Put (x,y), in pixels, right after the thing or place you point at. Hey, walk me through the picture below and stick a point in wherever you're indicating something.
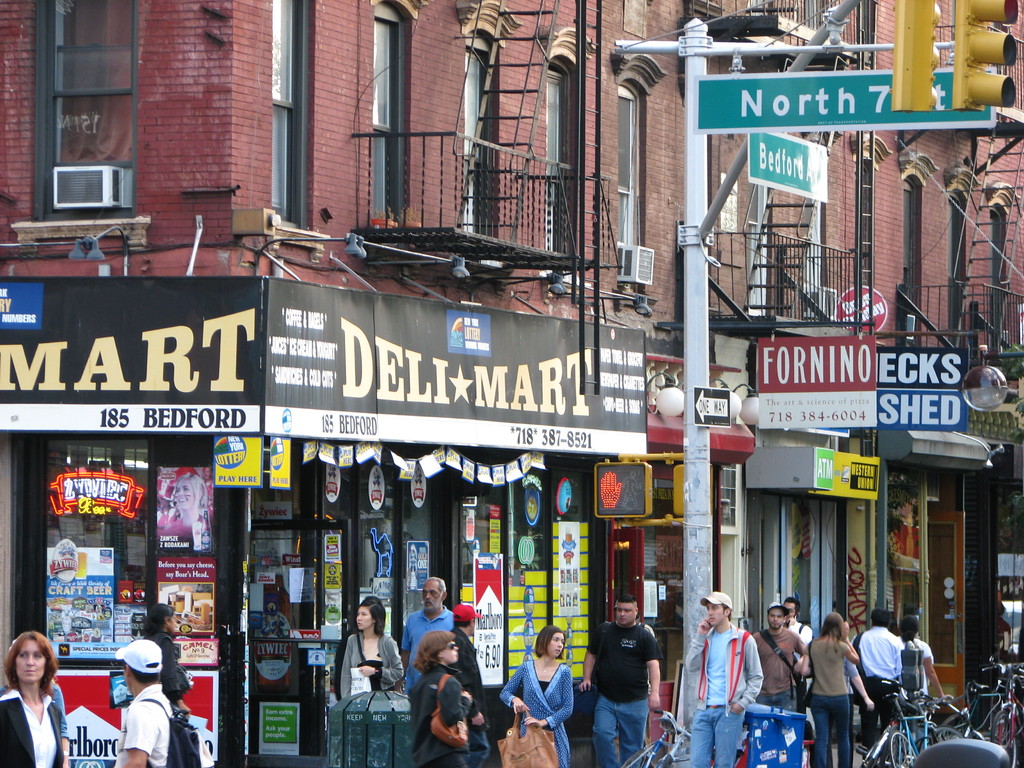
The picture is clicked on a road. There are many people (22,677) walking on the sidewalk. There are cycles (897,718) parked here. In the background (712,360) there are buildings (501,246). This is a traffic signal (974,61). These are shops (305,511). There are hoardings (103,360), banner (378,449) over here.
